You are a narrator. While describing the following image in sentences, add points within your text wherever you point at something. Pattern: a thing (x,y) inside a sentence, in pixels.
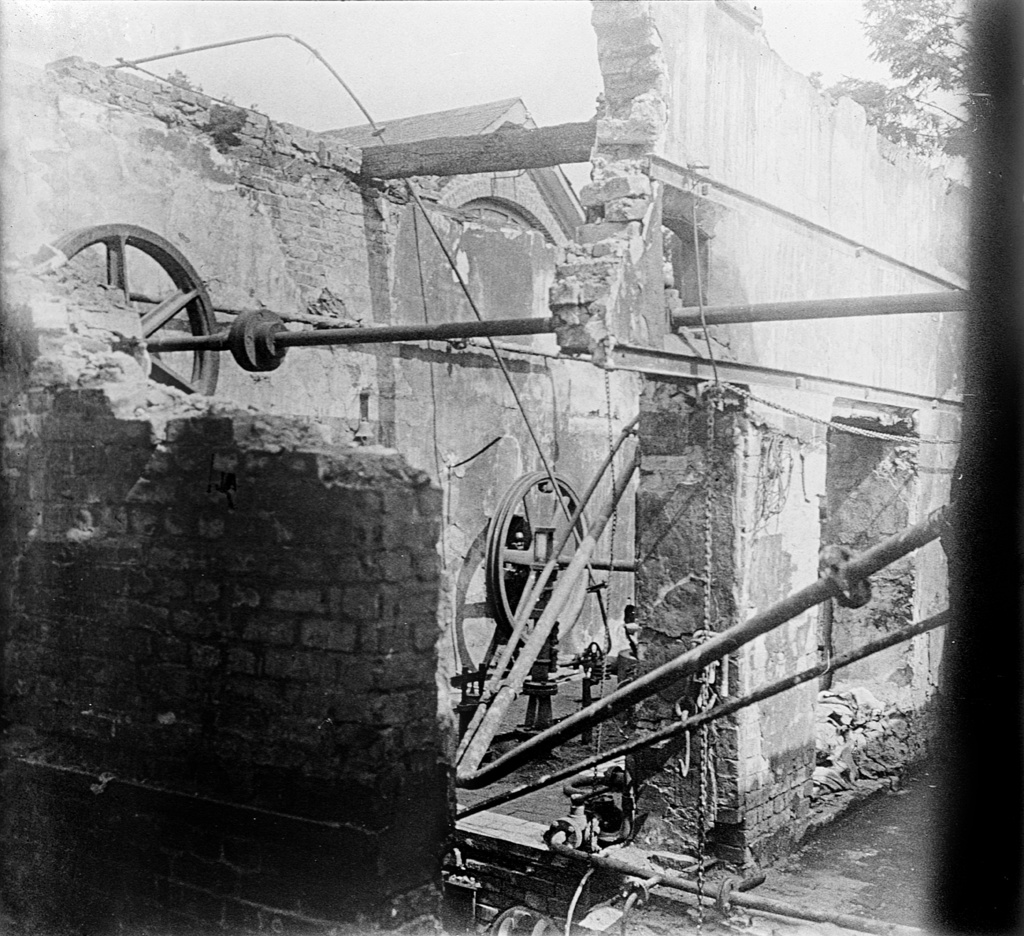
In this picture we can see the walls (435,533), wheels (206,330), rods (223,339) and some objects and in the background (889,66) we can see leaves (889,60).
